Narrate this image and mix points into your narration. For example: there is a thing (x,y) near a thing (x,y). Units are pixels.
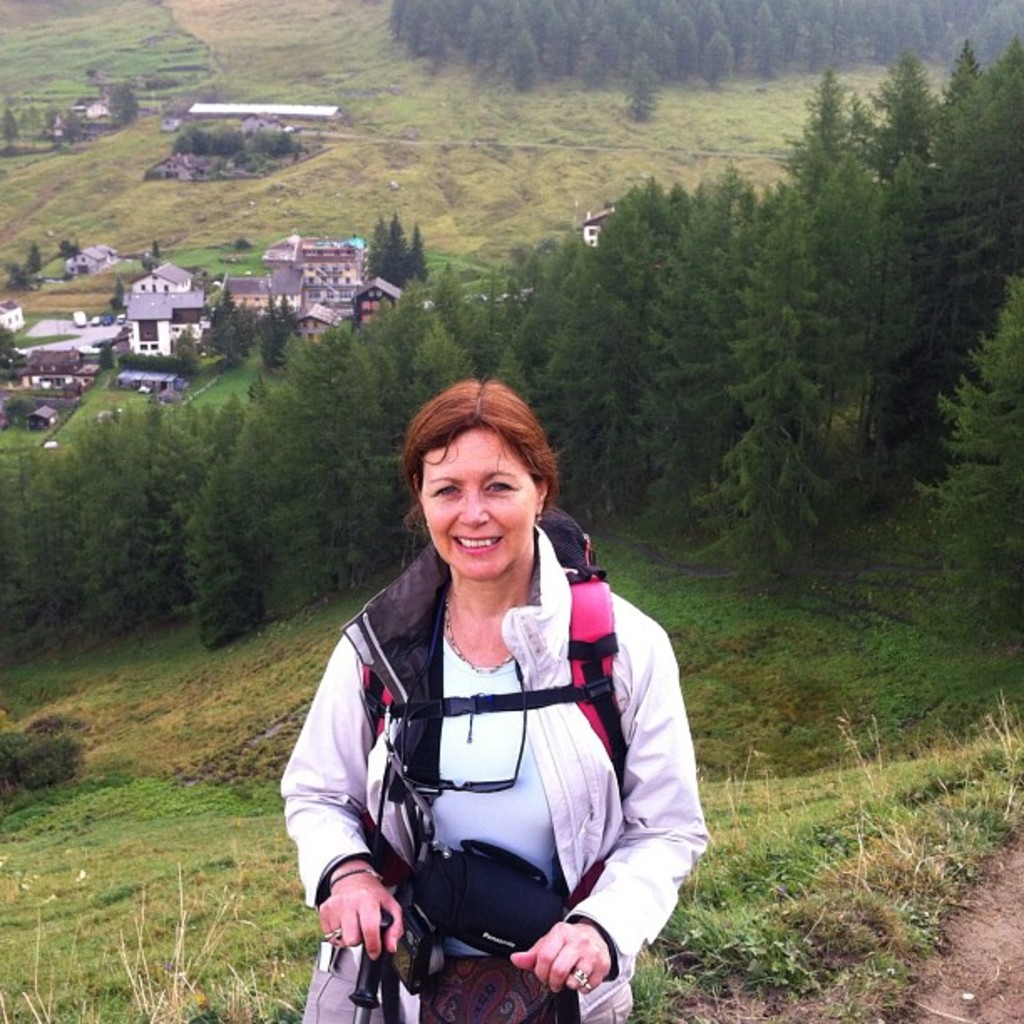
In the image there is a woman (564,774) standing in the foreground (417,783) and behind her there is grass (62,867), trees (286,335) and houses (140,318).
